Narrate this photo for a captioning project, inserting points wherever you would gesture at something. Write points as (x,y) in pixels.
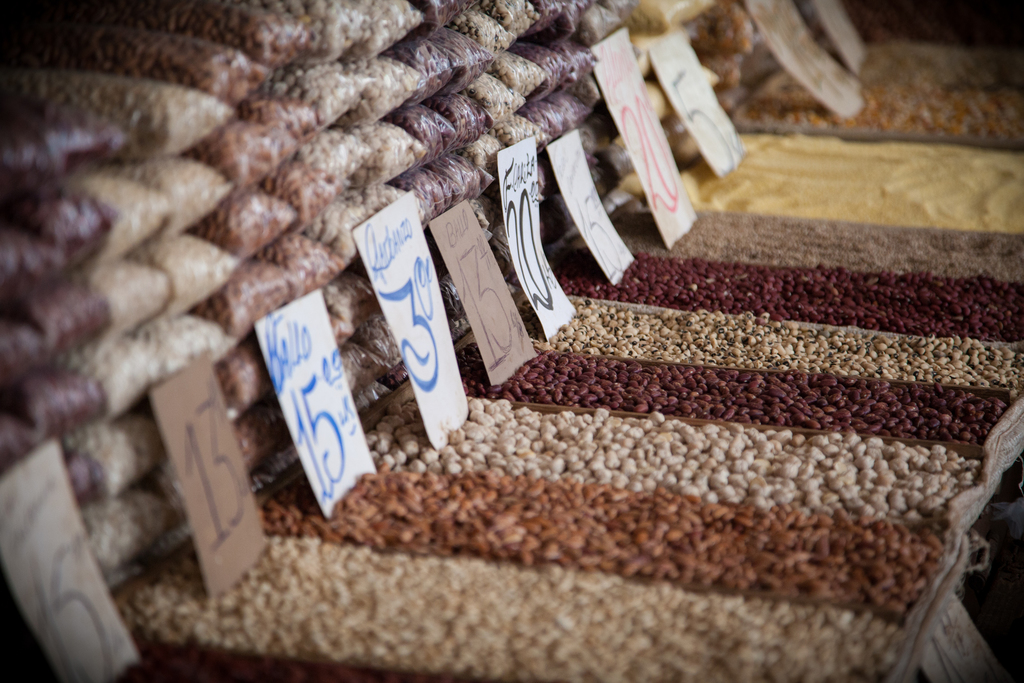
In this image, we can see grains (869,292) and name boards (435,397). Here can see grains (271,220) are packing with cover (343,180).
